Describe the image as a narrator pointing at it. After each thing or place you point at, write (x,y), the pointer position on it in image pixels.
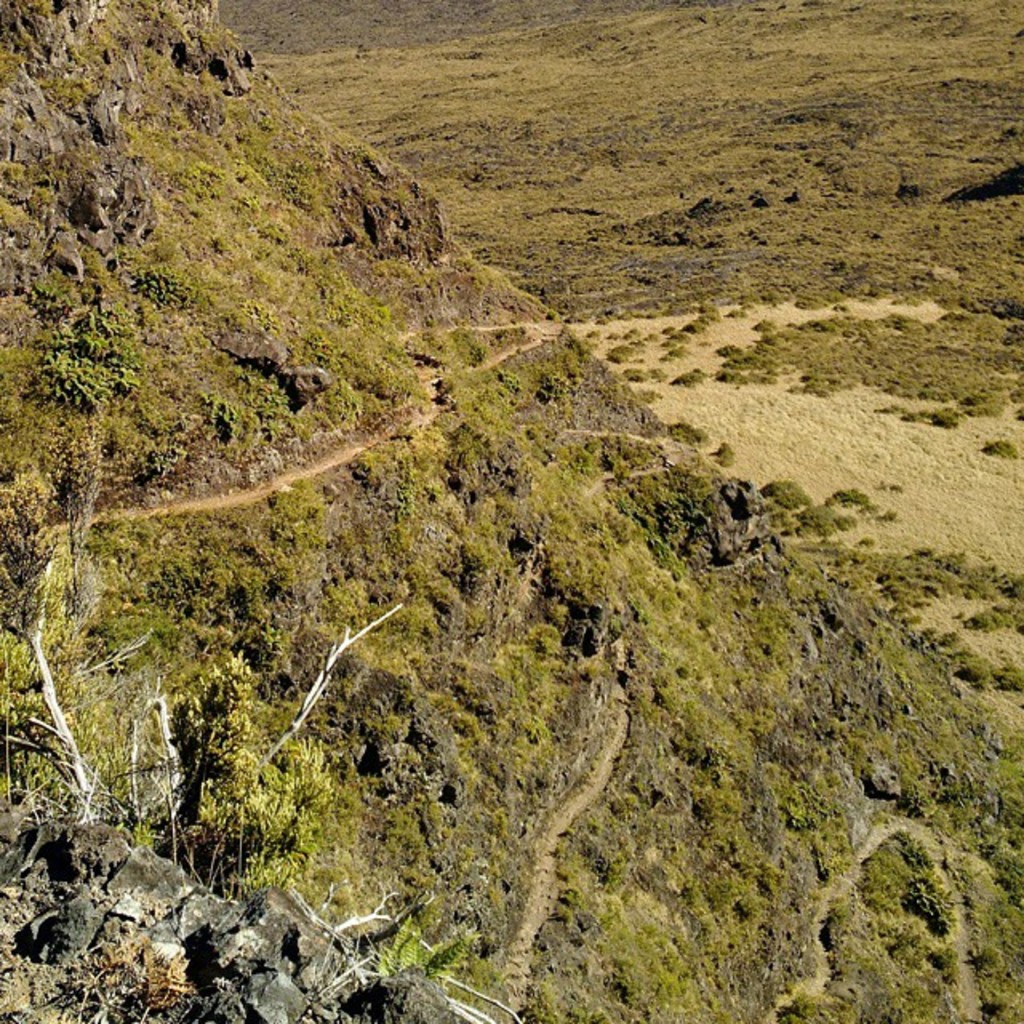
At the bottom of the image (110,739) we can see trees (116,732). In the background (176,343) there are hills (313,205).
